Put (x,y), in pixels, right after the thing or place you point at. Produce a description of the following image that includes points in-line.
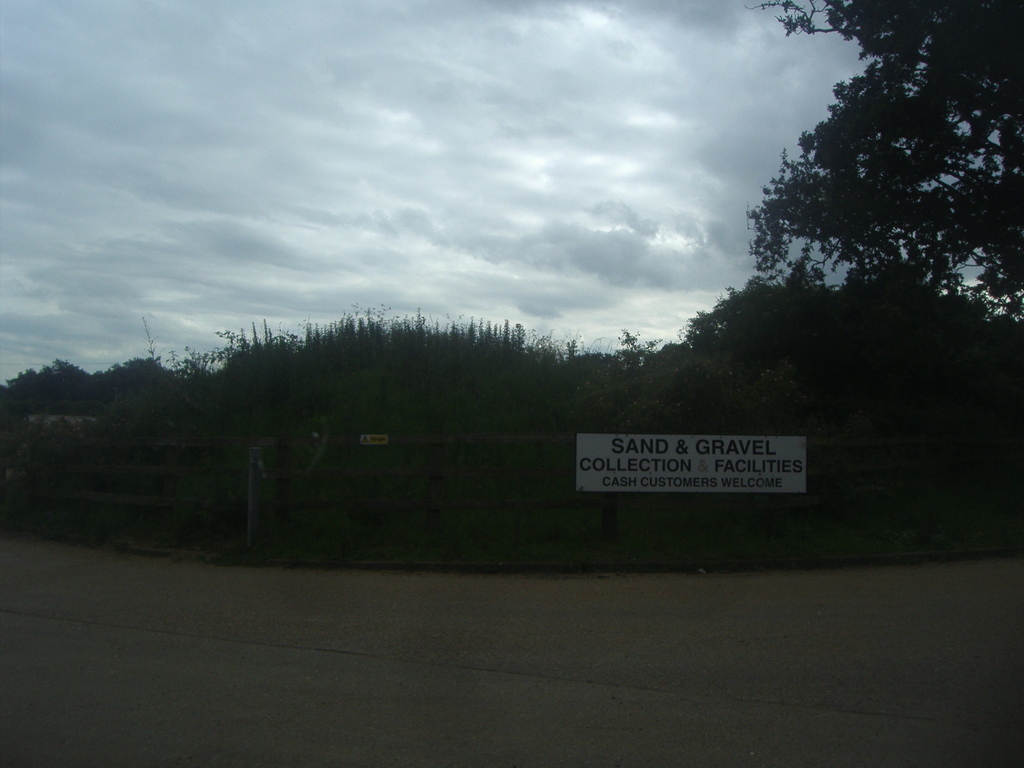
In this picture we can see the road (441,691) and in the background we can see a fence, board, trees (876,426) and the sky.
